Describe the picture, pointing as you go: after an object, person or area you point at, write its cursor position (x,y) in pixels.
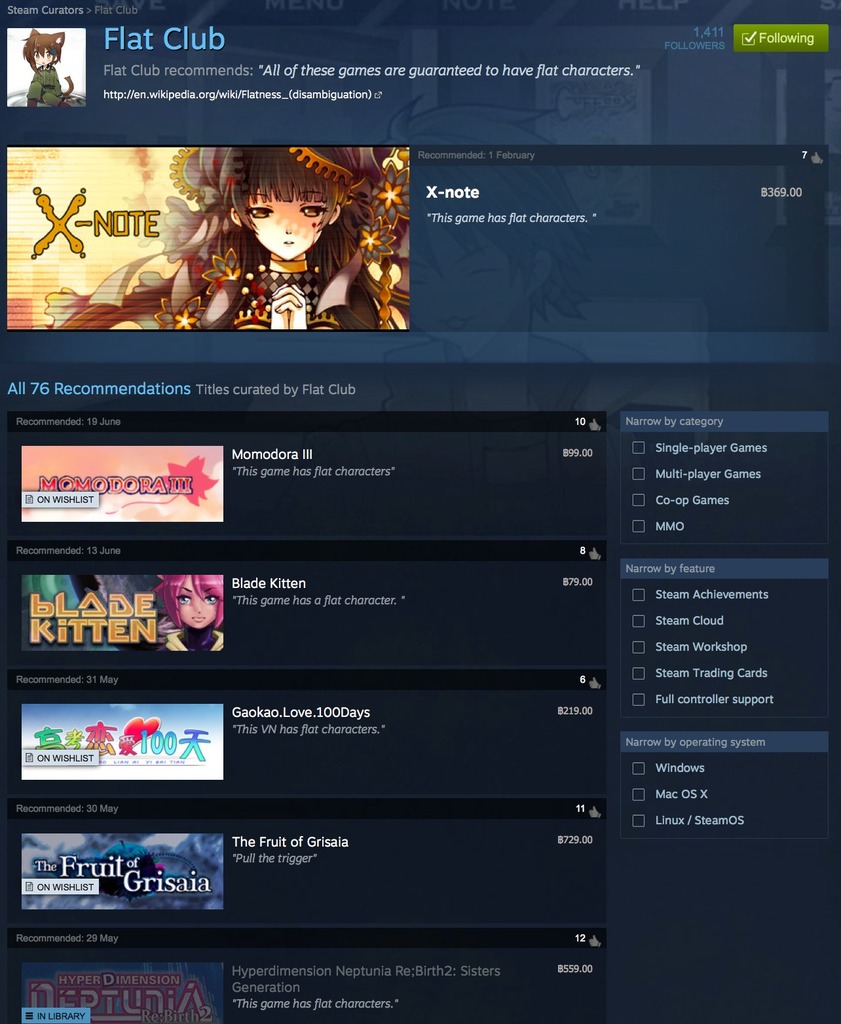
In this picture I can observe a screen (257,279). In the screen (228,398) there is some text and animated images (188,450). The text (390,467) is in white color. The screen (491,283) is in blue and black color.
